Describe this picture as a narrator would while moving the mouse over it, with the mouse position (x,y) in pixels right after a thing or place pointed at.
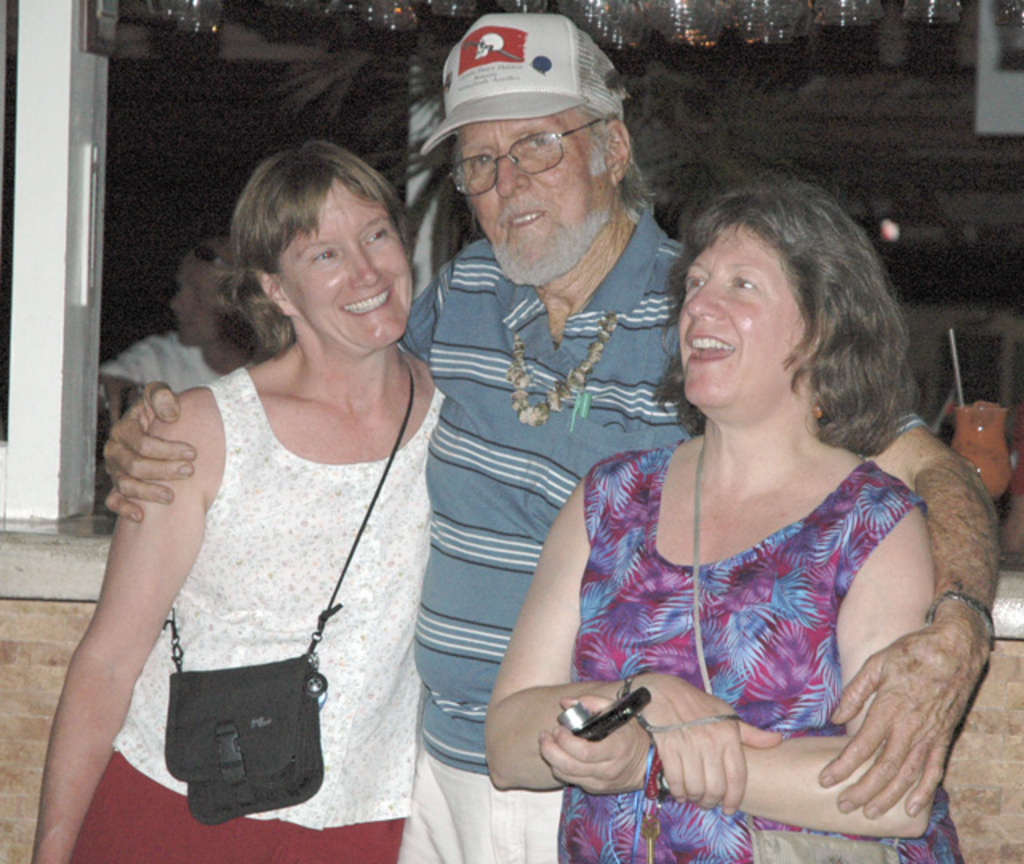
In this image I can see three people (369,528) with different color dresses (401,554). I can see one person (148,700) wearing the black color bag (190,726) and another person (476,346) wearing the cap (601,94). In the back (61,153) I can see the building (29,575) and there is a glass window (190,212) to the building (91,284).
